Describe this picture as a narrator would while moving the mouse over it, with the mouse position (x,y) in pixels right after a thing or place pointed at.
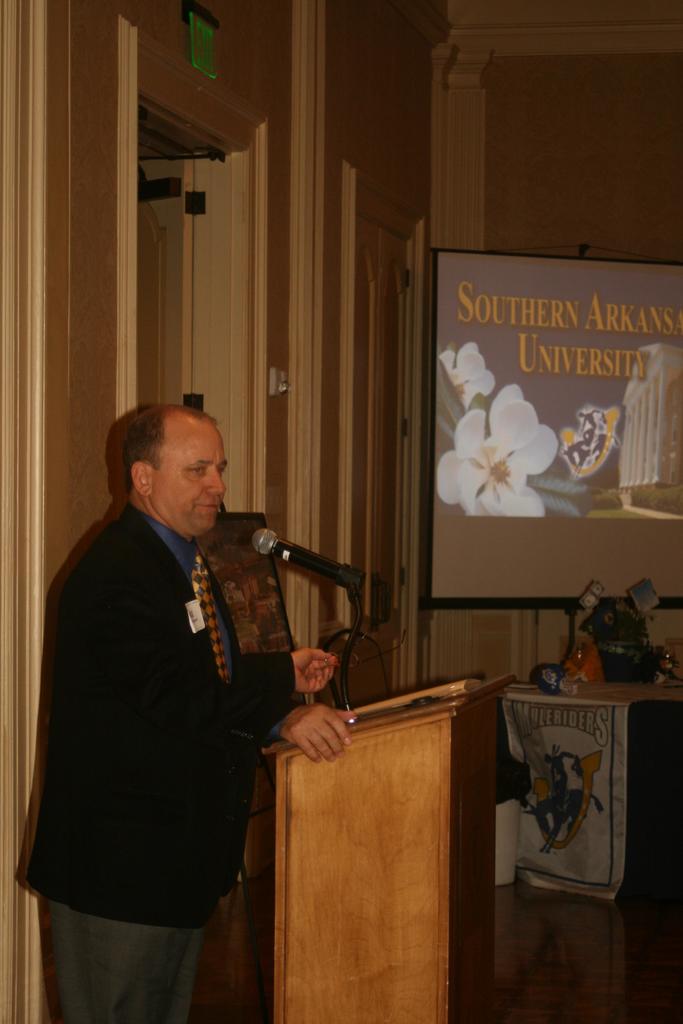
In this picture we can see a person (52,695) standing on the left side (135,628). There is a microphone (264,543) on a wooden podium (342,765). We can see a banner (571,788) and a few objects (615,681) on the table (631,683). There is a projector (451,390) in the background (593,353). We can see a signboard (209,49) on top (199,32).
